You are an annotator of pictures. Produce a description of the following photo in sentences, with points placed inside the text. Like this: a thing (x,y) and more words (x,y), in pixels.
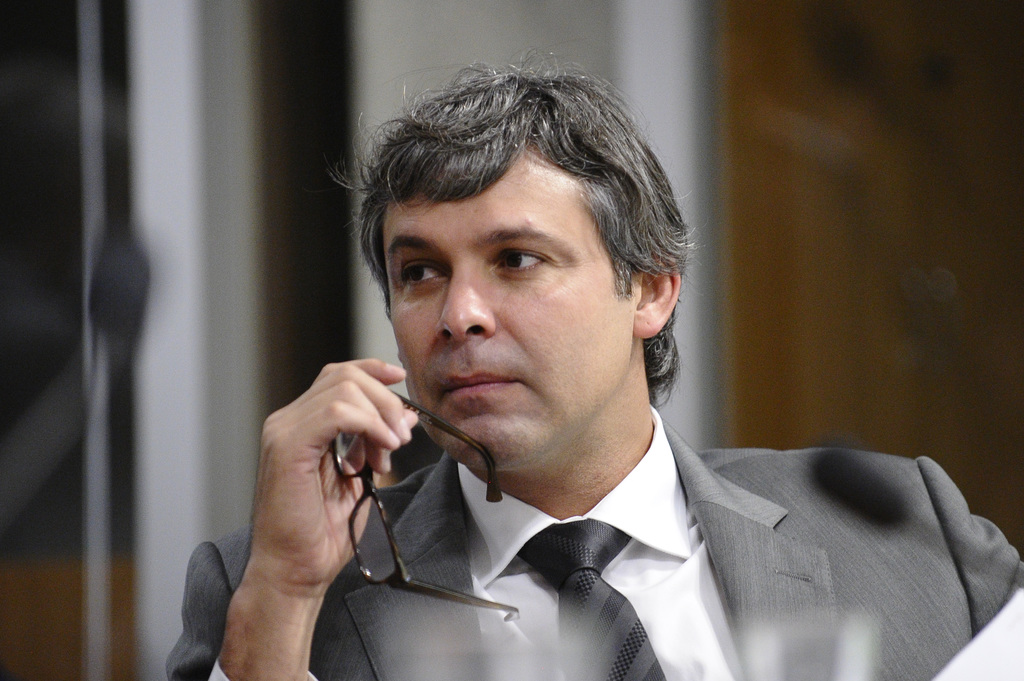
In the picture there is a man (519,443) holding a spectacle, behind the man (566,379) there may be a wall (1007,449).
